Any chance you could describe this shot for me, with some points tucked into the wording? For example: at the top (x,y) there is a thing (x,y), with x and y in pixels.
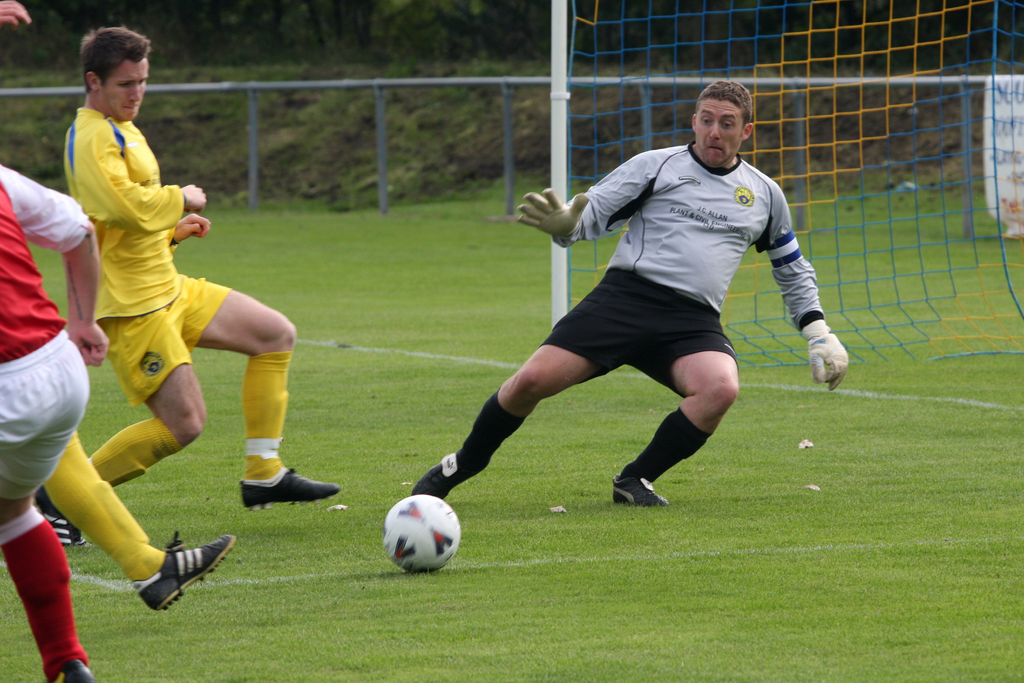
In this picture two people (97,314) are playing football and the goalkeeper (656,315) is trying to stop it. In the background (924,15) we observe a goal post (943,36) and a fence (953,79).
